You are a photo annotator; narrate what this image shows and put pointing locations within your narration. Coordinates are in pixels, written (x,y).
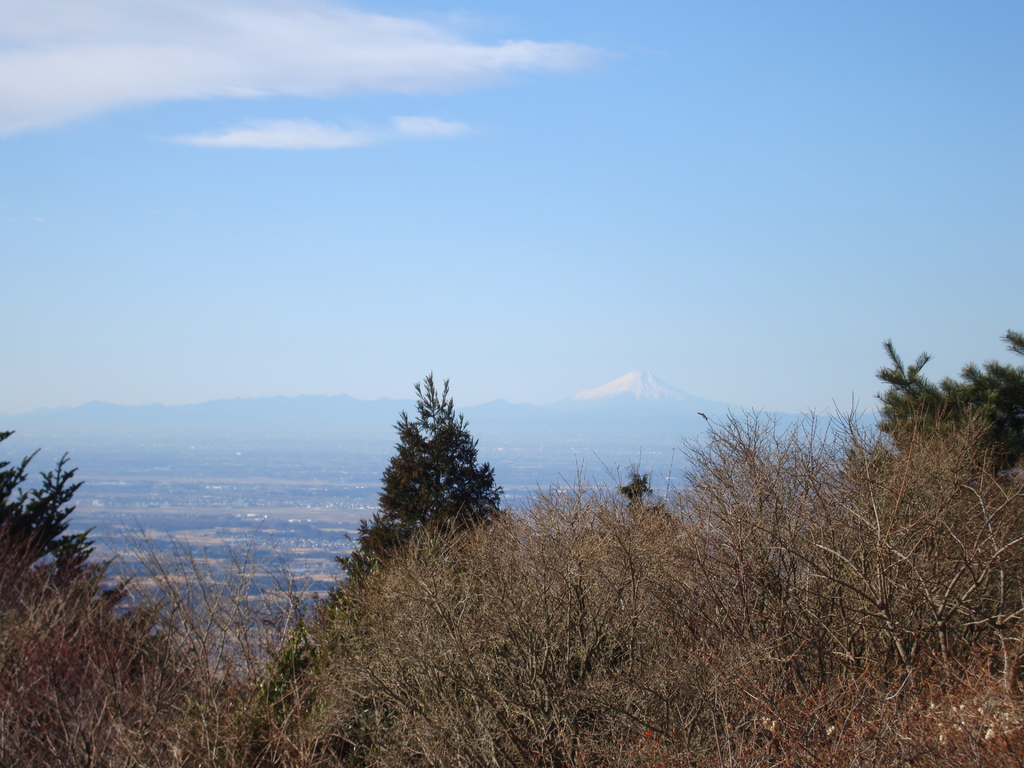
In this picture we can see the hills (281,420), buildings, trees (428,487) and ground (308,493). At the bottom of the image (477,614) we can see the dry plants (499,544) and trees (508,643). At the top of the image (549,149) we can see the clouds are present in the sky (584,195).
